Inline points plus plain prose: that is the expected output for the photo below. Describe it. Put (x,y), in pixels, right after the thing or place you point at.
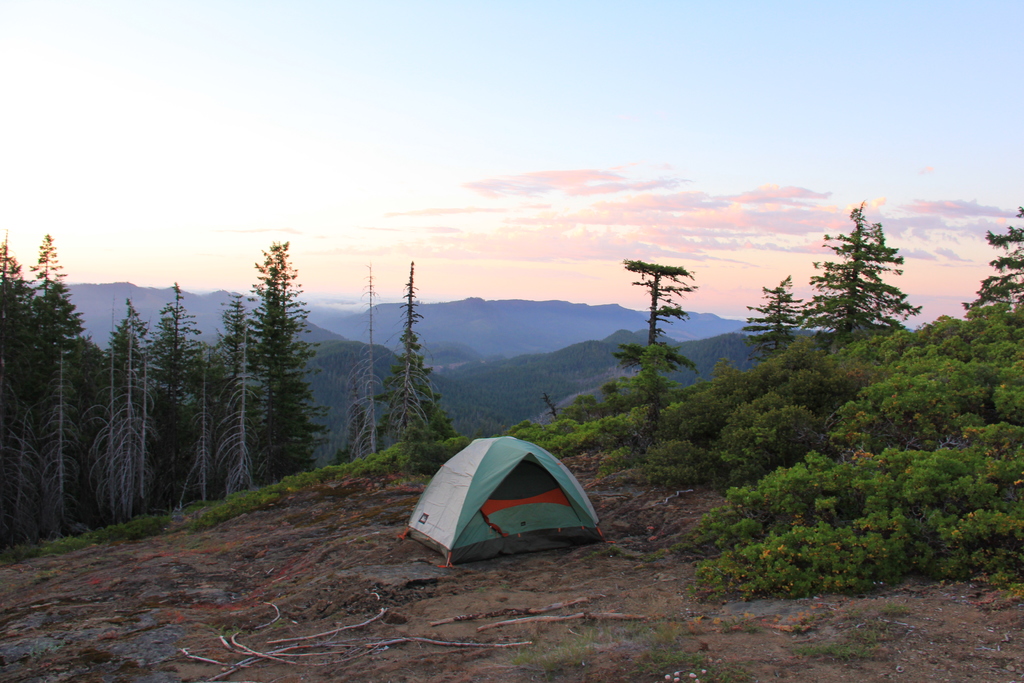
In this picture at front (493,517) we can see a tent (486,489) and at the back side (182,413) there are trees (294,380), mountains (436,334) and sky (528,169).
